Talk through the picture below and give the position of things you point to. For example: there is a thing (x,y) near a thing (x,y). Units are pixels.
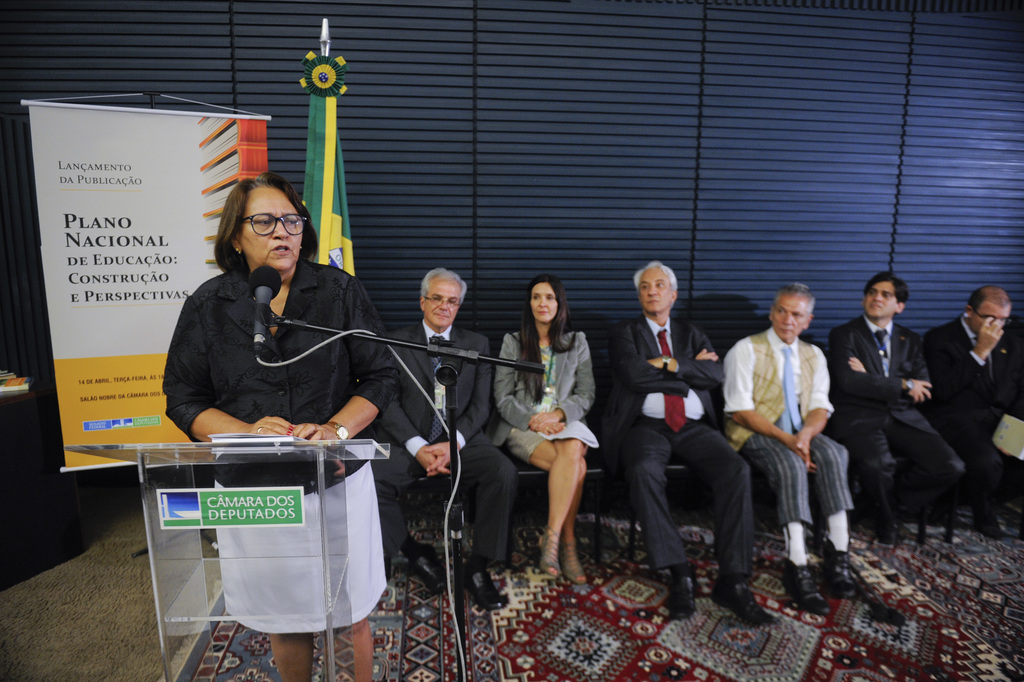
In this picture we can see a group of people (571,500), some people (662,505) are sitting on chairs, one woman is standing, here we can see a podium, mic (451,599) and in the background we can see a flag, poster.
